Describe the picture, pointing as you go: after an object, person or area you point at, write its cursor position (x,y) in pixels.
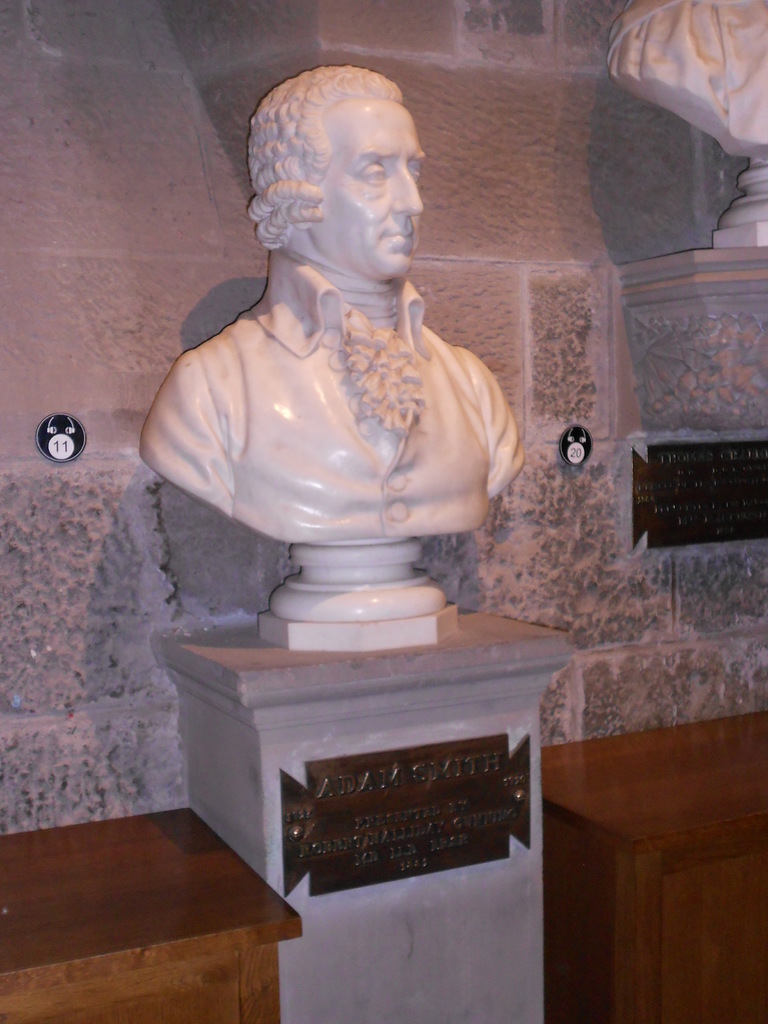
In this image we can see a statue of a man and this is a pedestal (369,1009).
